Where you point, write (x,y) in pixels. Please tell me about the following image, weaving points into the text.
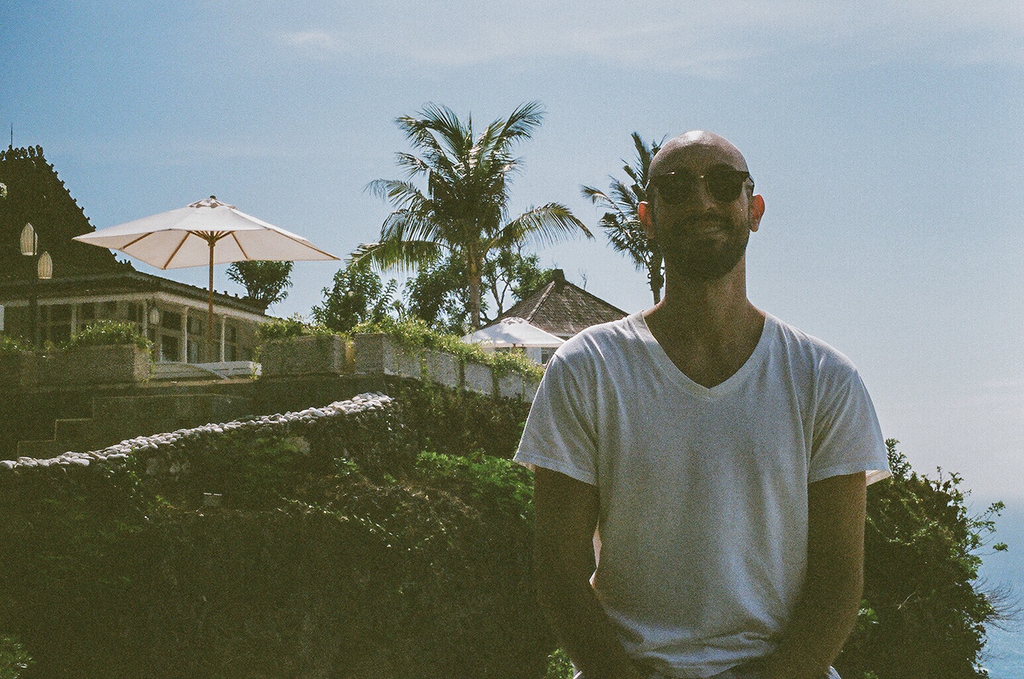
In this image I can see the person (699,359) and the person (692,606) is wearing white color shirt (636,435). In the background (251,279) I can see few trees (526,509) in green color, few houses (188,308) and I can also see an umbrella (234,210) and the sky (385,32) is in blue and white color.
